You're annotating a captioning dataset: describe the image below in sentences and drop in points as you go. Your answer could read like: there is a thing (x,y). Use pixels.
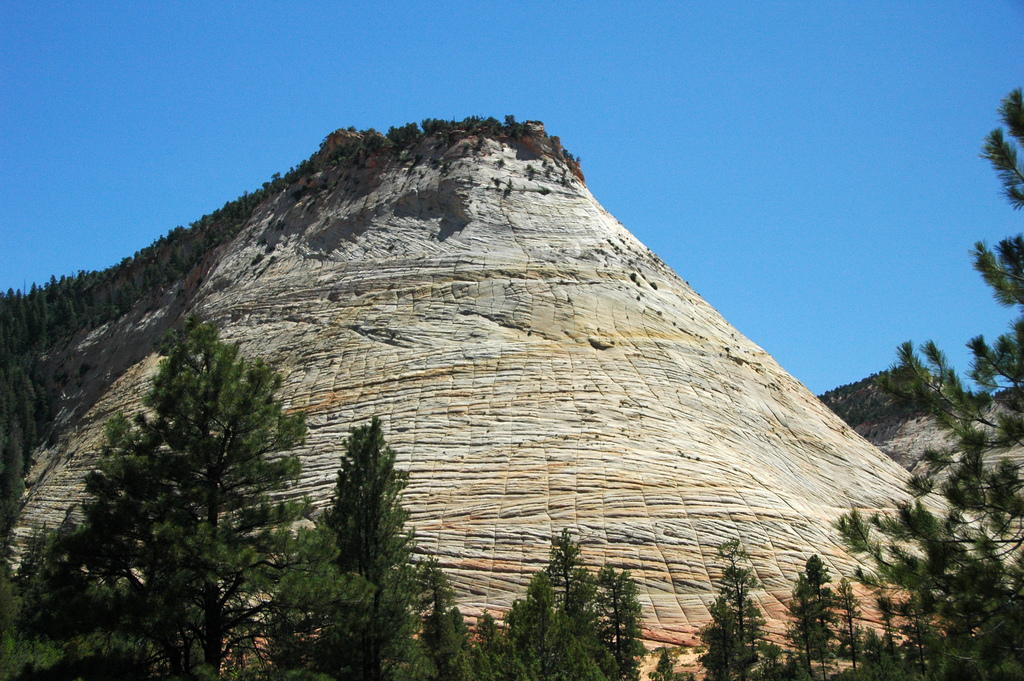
In the image there is a rock formation (538,305), it is very huge and around that there are many trees (734,648).
